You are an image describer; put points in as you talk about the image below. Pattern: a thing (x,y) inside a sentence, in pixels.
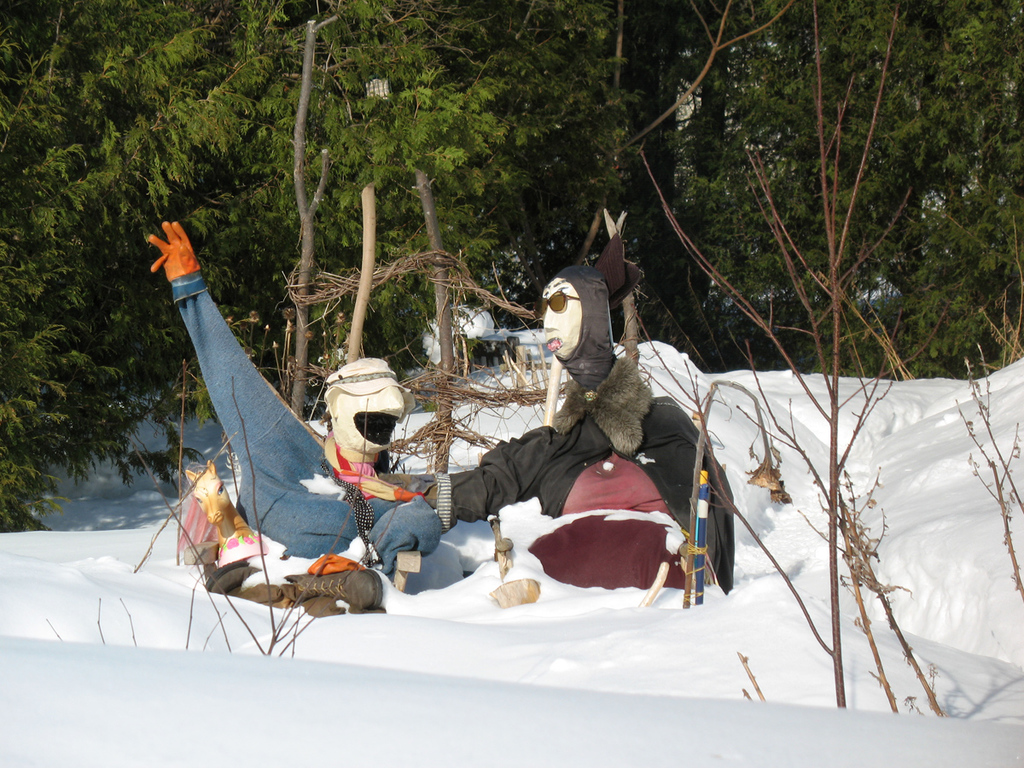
In this image I can see some snow (556,690) which is white in color and on the snow (592,669) I can see few objects (416,481) which are in the shape of a person (356,437) and few clothes (583,468) on them. In the background (245,111) I can see few trees (226,114) which are green in color.
